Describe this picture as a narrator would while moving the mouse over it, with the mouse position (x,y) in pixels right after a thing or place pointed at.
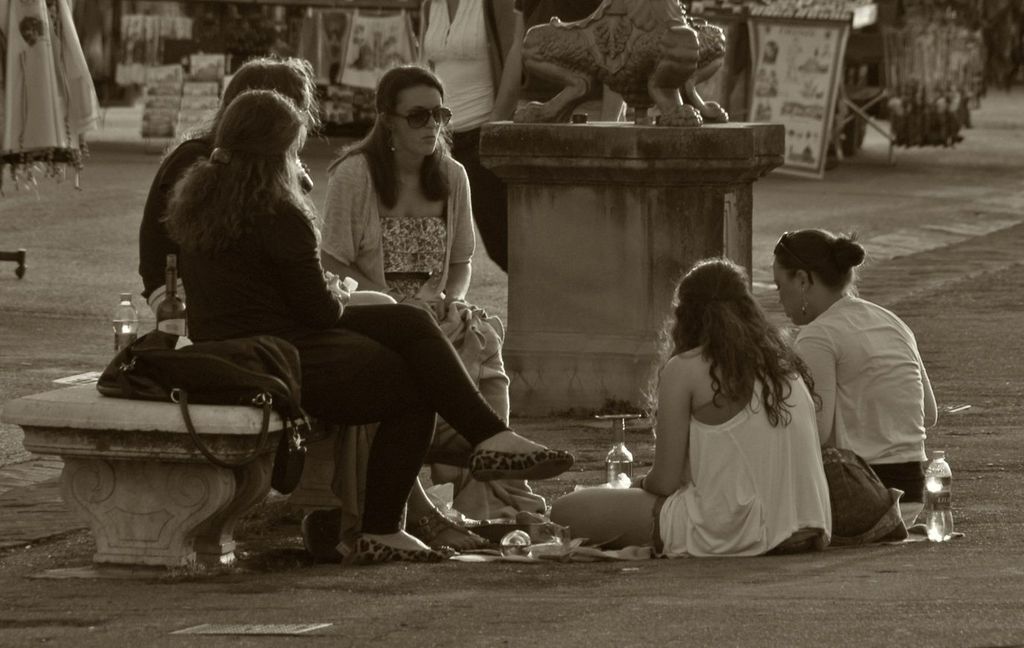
In this picture we can see a group of people (424,79) where some are sitting on a bench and some are sitting on the ground (962,431), bottles (115,337), bag (830,459), statue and in the background (31,105) we can see some objects (199,117).
